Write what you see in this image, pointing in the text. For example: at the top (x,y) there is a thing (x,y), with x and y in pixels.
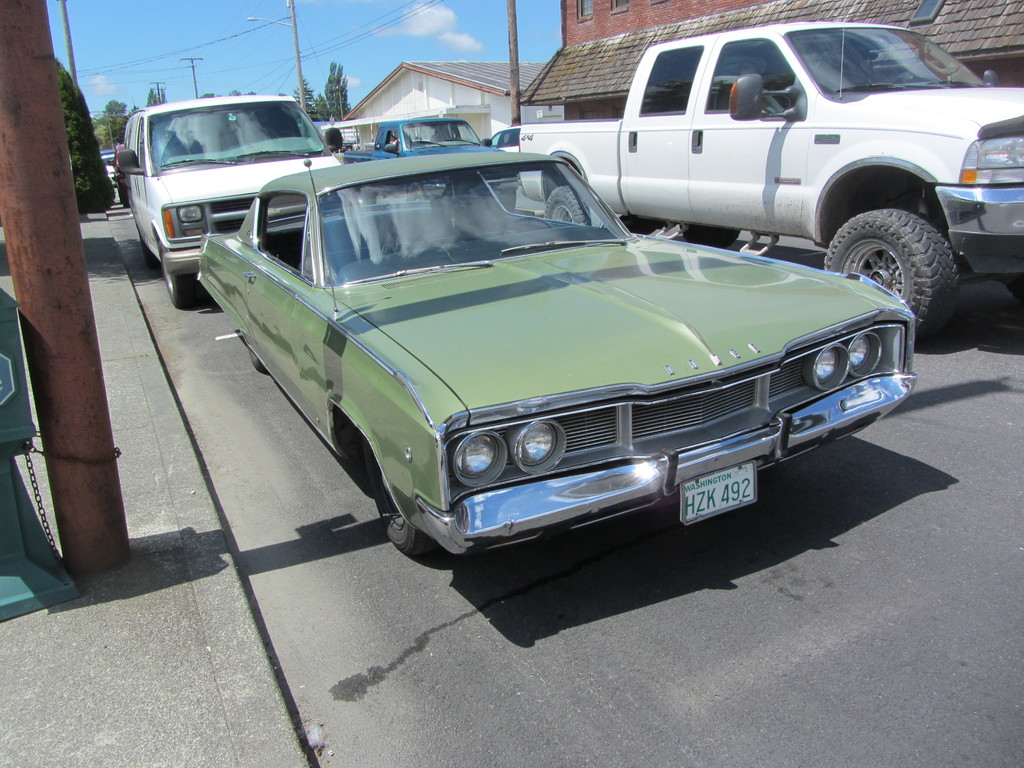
In this image I can see a car (555,341) which is green in color and two vehicles (696,184) which are white in color and another car (399,152) which is blue in color are on the road (710,590). I can see the side walk (157,652) and the brown colored pole (69,232) on the sidewalk (89,586). In the background (400,91) I can see few buildings (555,53), few street light poles (513,10), few other vehicles (112,192) on the road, few trees (90,112) and the sky (271,43).
